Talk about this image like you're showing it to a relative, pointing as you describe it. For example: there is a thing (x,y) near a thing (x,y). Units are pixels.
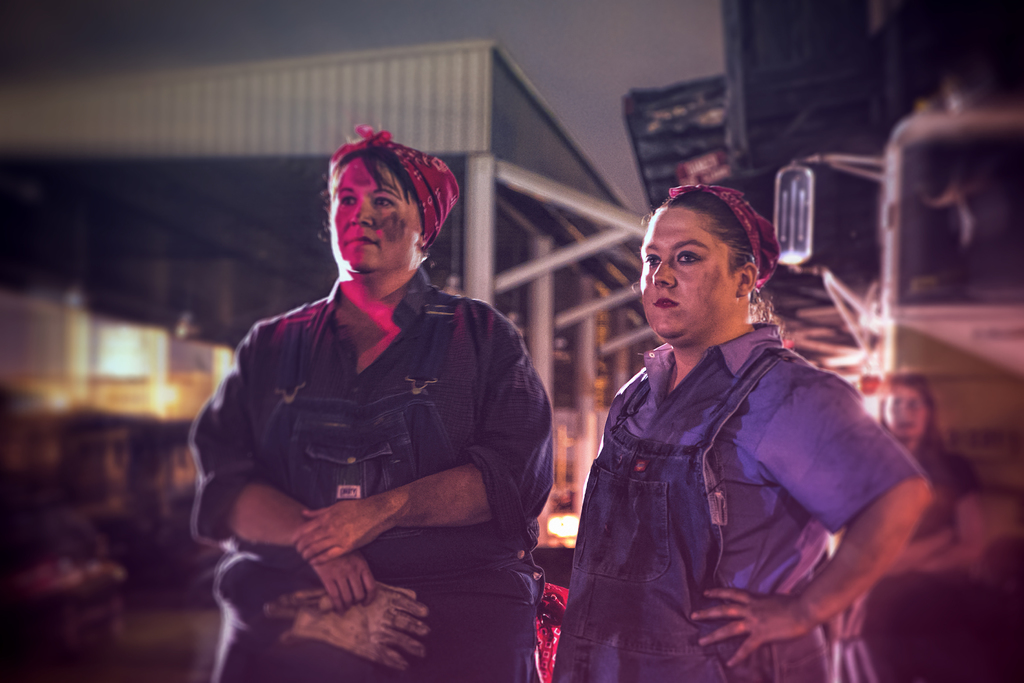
There are two people (370,553) standing and this person (355,555) holding a glove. In the background (234,178) it is blurry and we can see shed (234,178), rods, vehicle (960,320), lights (557,519) and sky (614,38).
